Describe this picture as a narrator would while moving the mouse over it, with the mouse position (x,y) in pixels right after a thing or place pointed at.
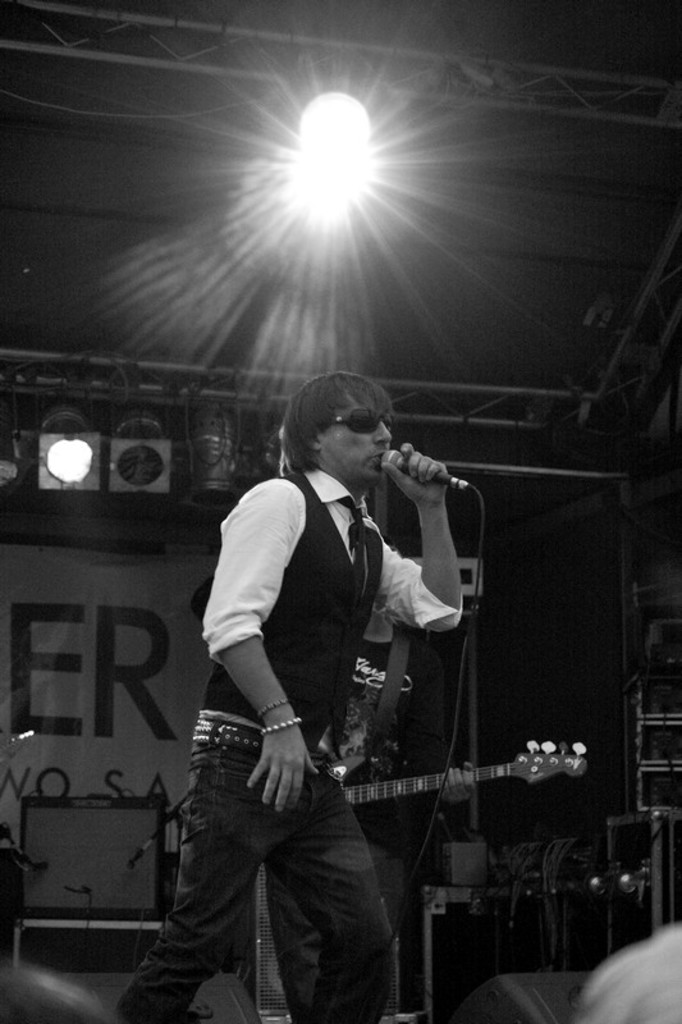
A man (304,590) is singing with a mic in his hand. There is a man (392,737) behind him holding a guitar (527,767). A light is focusing on them from the top.
